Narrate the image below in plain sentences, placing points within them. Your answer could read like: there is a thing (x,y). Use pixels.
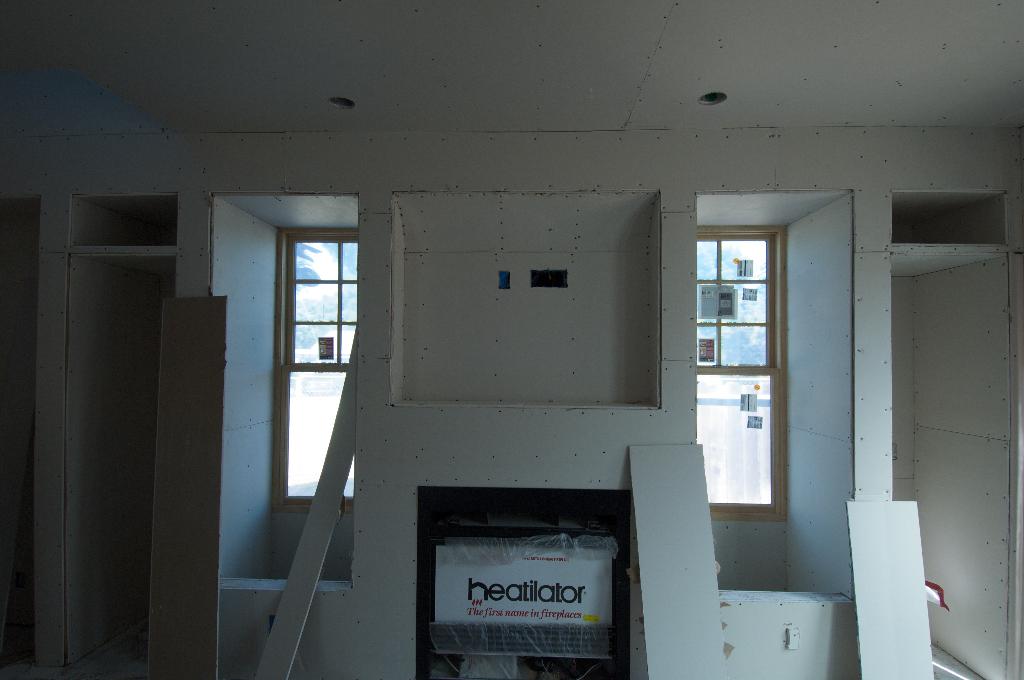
This picture is clicked inside the room (515,298). At the bottom of the picture (447,581), we see a board (445,595) with some text (493,603) written on it. Behind that, we see a white wall (425,381). In the background (305,375), we see windows (714,373) from which we can see trees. We see some stickers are pasted on the window (717,412).
